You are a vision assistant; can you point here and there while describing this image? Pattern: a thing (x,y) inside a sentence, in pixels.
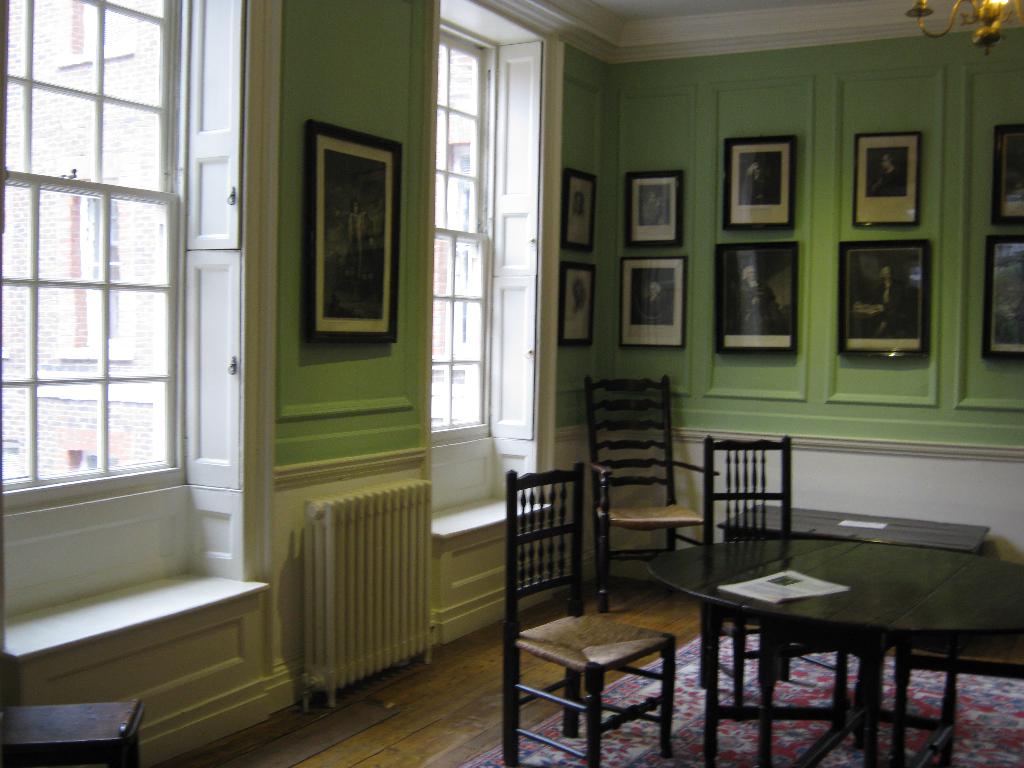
In this picture I can see chairs (528,689), tables (662,562), papers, a chandelier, there are frames (1016,341) attached to the wall (710,353), there are windows (6,175), and in the background (126,41) it is looking like a building (80,81).
